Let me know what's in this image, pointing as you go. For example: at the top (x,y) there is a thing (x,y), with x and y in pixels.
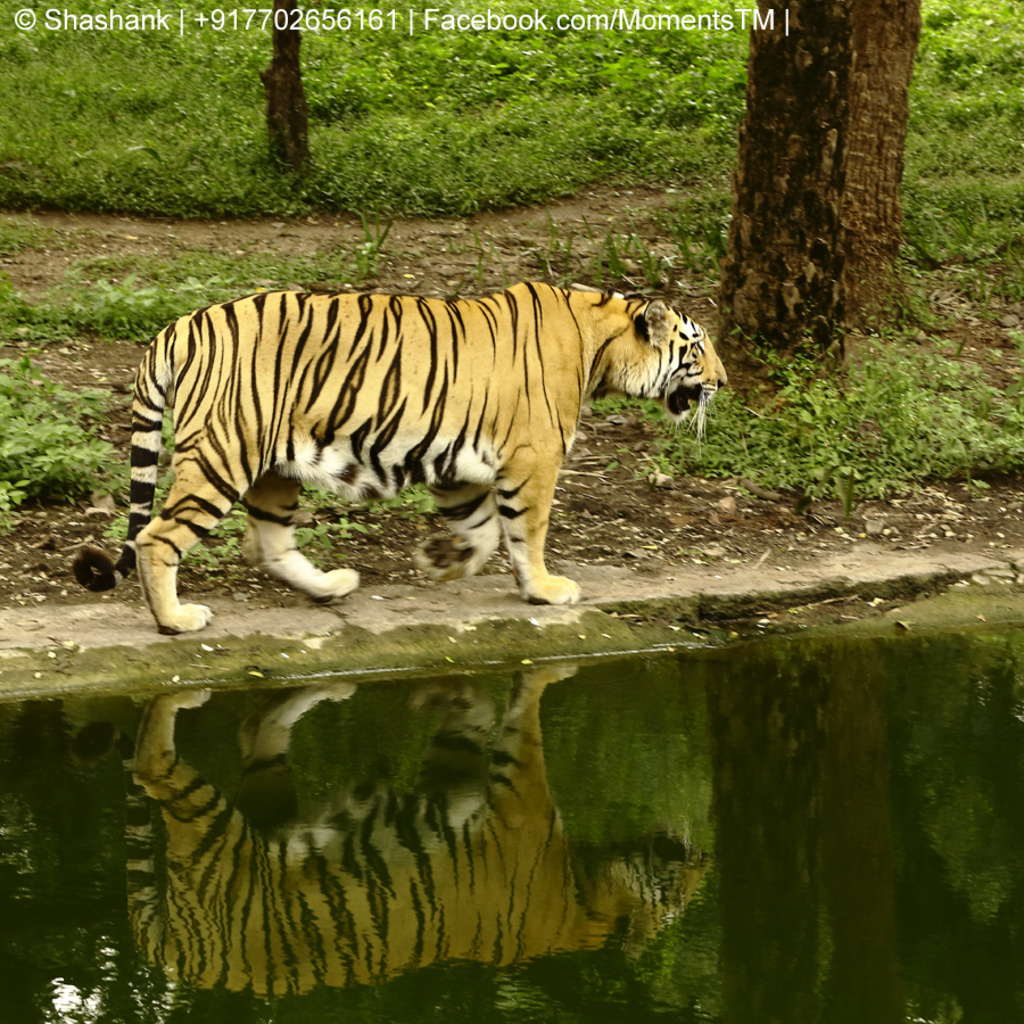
In this image we can see a tiger (477,365). In the background of the image (534,135) there are plants (552,136), trees (909,83) and other objects (463,289). At the bottom of the image (566,898) there is water (531,814). We can see some reflections (543,753) on the water (490,820).
